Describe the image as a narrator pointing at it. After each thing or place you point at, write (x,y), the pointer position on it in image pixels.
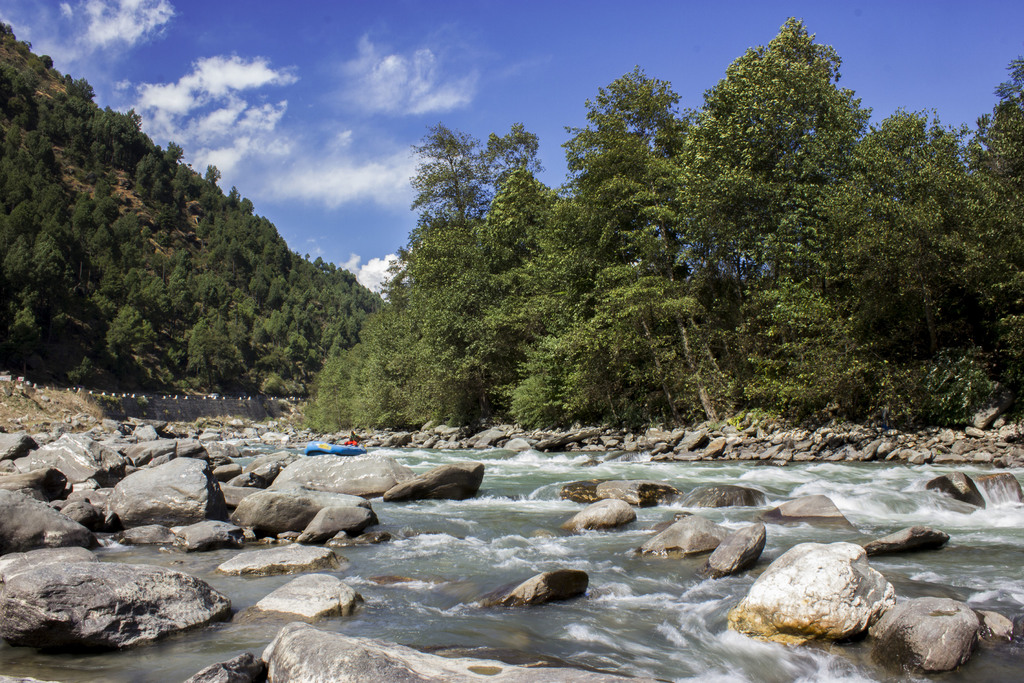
This picture is taken from outside of the city. In this image, in the middle (420,443), we can see a boat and some stones (720,493) on the water (455,529). In the background (449,216), we can see some trees (958,238) and plants (582,343). At the top (471,28), we can see a sky (360,85) which is a bit cloudy, at the bottom (750,610), we can see a land (199,449) with some stones (278,480) and water (706,641).
